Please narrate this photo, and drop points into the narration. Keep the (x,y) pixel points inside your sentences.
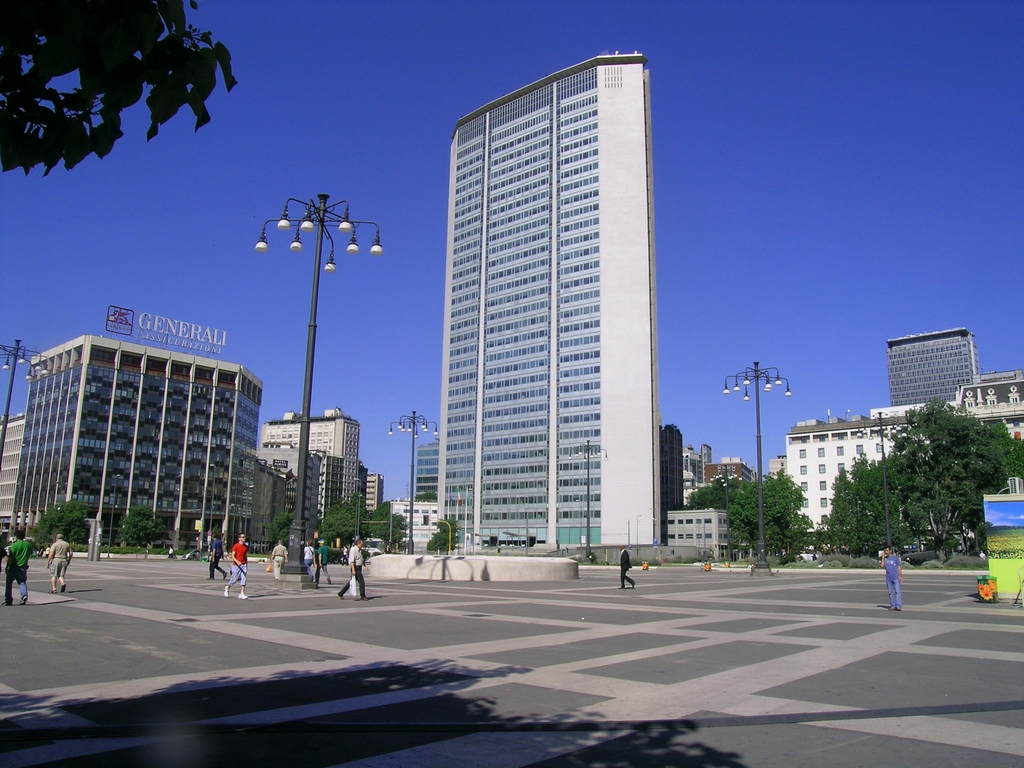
In this image, we can see so many buildings (450,487), trees (386,505), poles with lights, few people (899,574). Background (769,327) there is a clear sky (215,326). Left side (51,148) top corner, we can see leaves (97,56).
